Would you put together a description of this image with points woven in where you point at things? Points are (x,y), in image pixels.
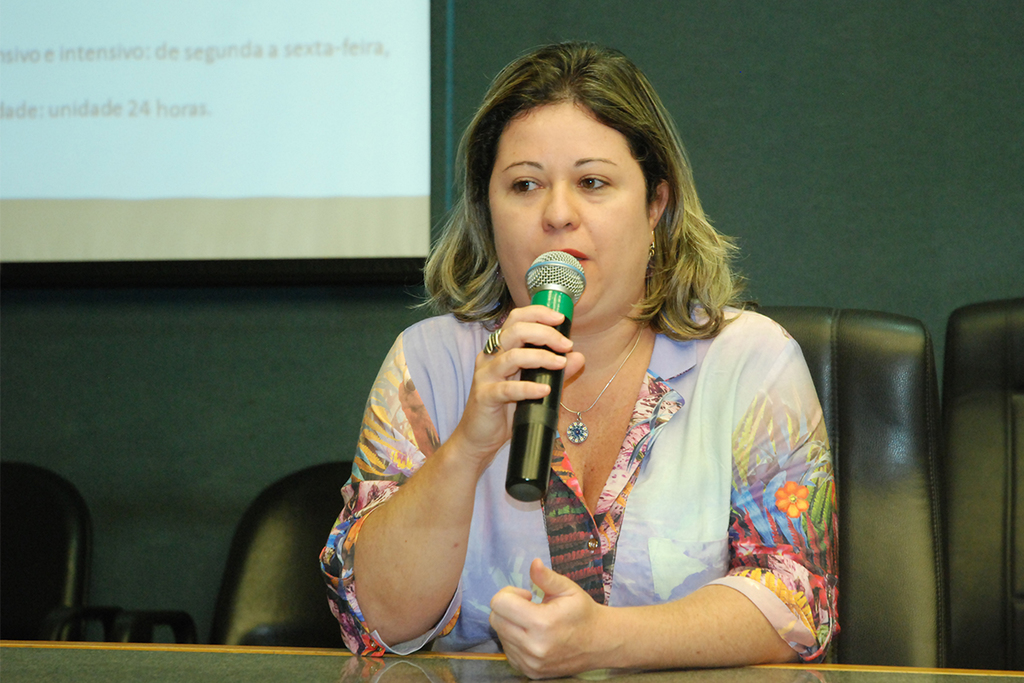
There is a woman (629,78) sitting on this chair (849,600) and she is speaking on a microphone (540,267). In the background (408,177) we can see a screen (132,177).
